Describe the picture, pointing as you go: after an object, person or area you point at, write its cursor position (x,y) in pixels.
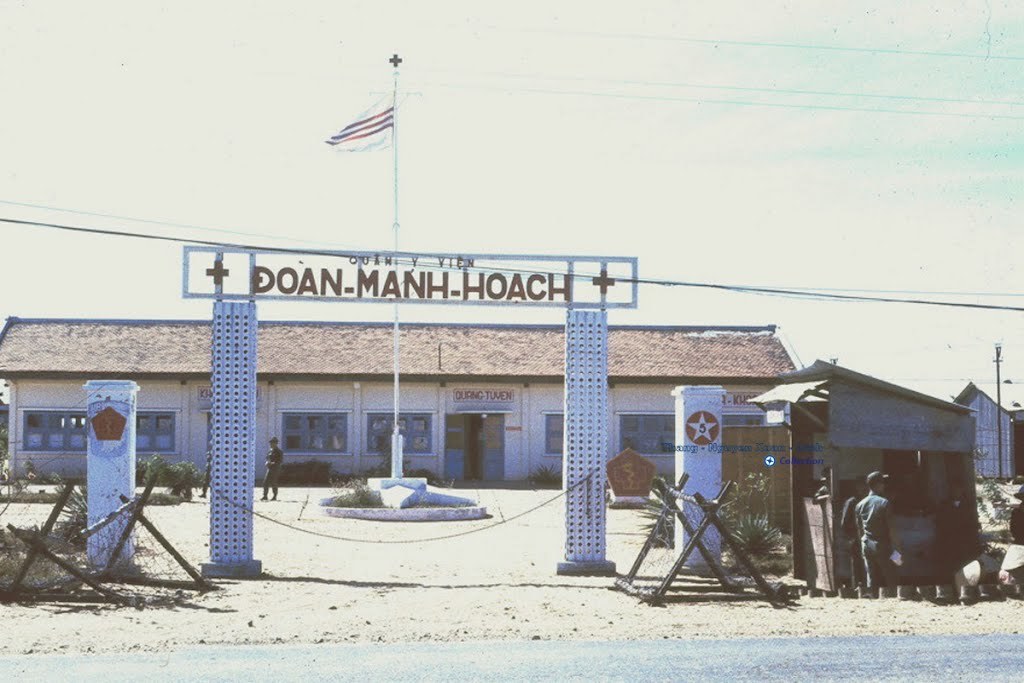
In this image I can see a road (683,648) in the front (623,641). In the background (5,429) I can see number of plants (292,466), a building (374,385), a flag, few wires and in the center of this image (488,268) I can see something is written. On the right side of this image (868,471) I can see a person (844,521) is standing and I can also see few shacks (955,546) on the right side (887,489).
